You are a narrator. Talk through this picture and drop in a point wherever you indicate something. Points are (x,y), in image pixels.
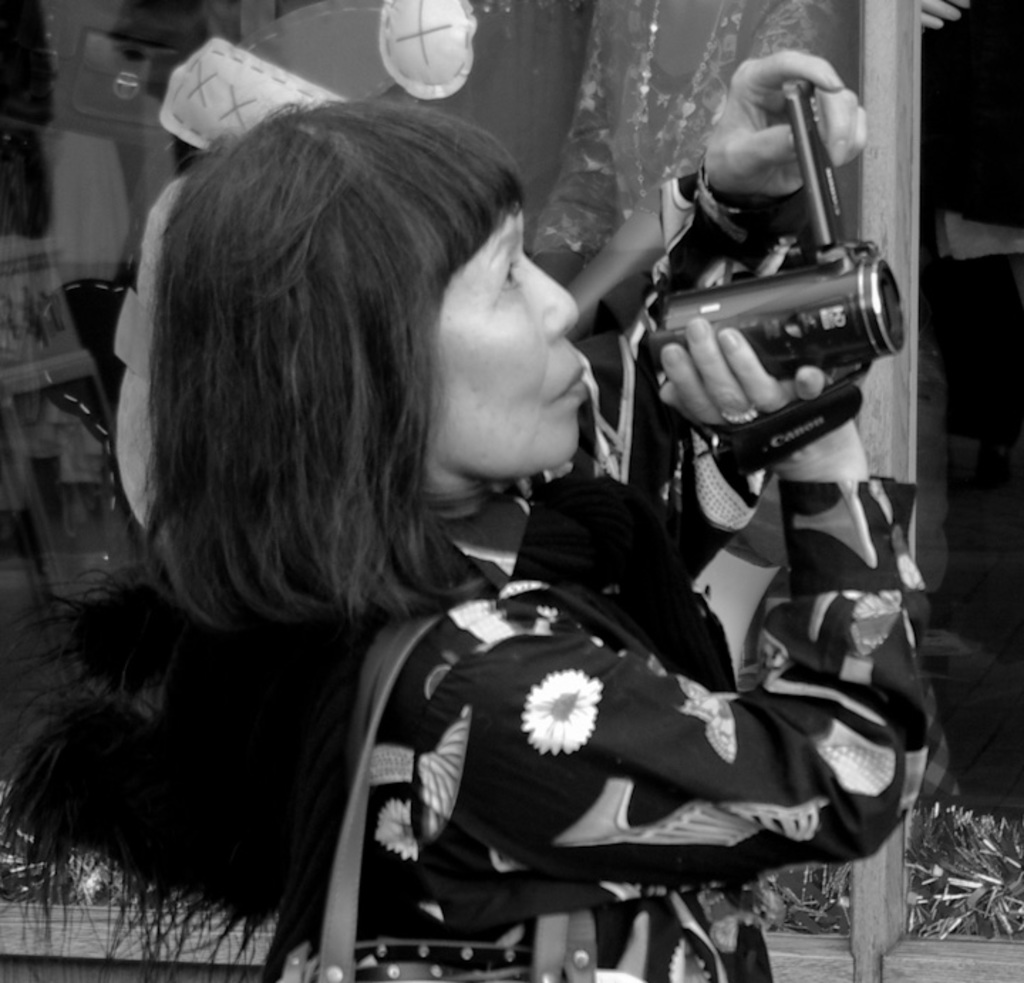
There is a woman (366,628) standing and holding the camera (689,349) capturing something and on the other side there is a glass wall (110,425).
